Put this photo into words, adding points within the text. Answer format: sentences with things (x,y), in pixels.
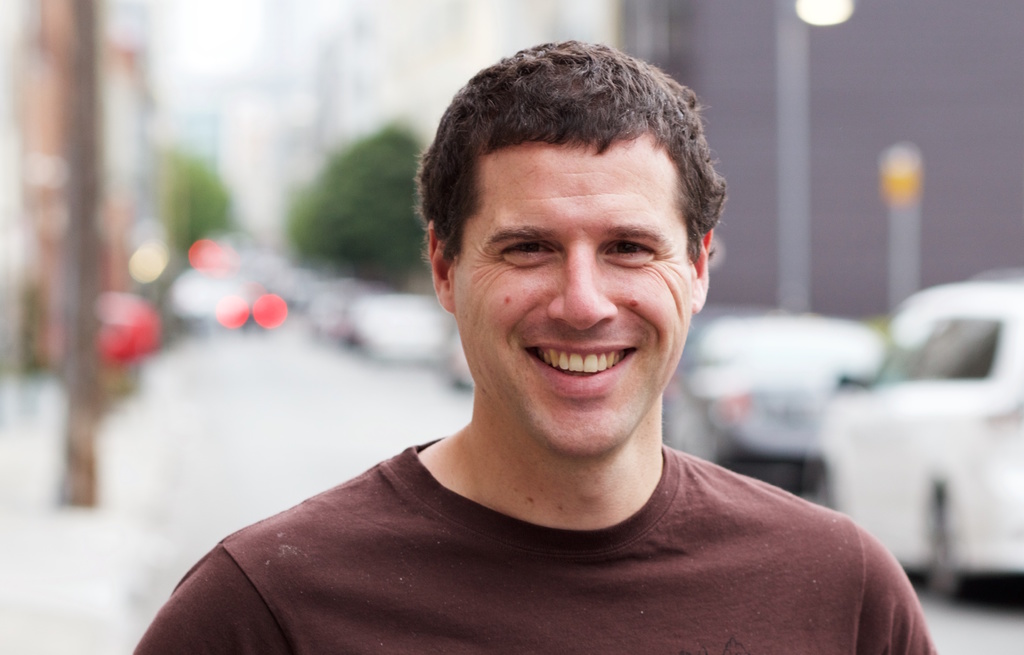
In the center of the image (591,310) we can see a man (658,419) is wearing brown t-shirt (383,639) and smiling. In the background of the image (999,92) we can see the buildings (1022,112), poles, lights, trees (195,237), vehicles (951,434). At the bottom of the image (193,533) we can see the road (949,608). At the top of the image (189,70) we can see the sky (229,36).
